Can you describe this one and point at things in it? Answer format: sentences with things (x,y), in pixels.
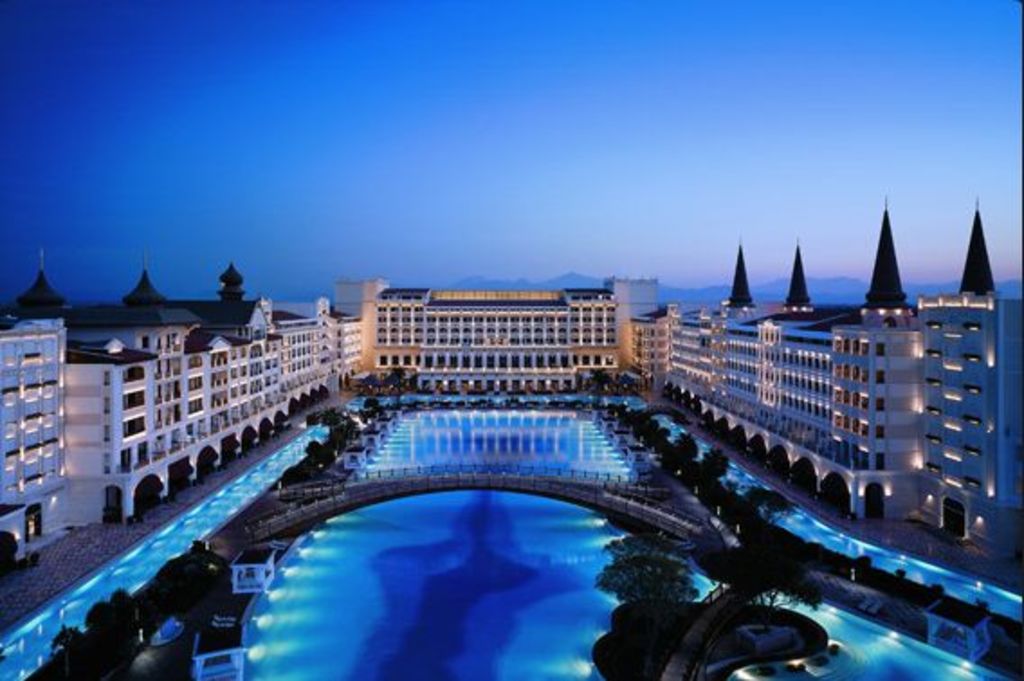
In this image there are buildings (289,327). In the center (478,431) there is a big swimming pool (453,505). There is a bridge (308,511) on the swimming pool (605,524). Beside the pool (545,502) there are plants (741,513). In the background (525,285) there are mountains (589,276). At the top (463,118) there is the sky (427,118).
